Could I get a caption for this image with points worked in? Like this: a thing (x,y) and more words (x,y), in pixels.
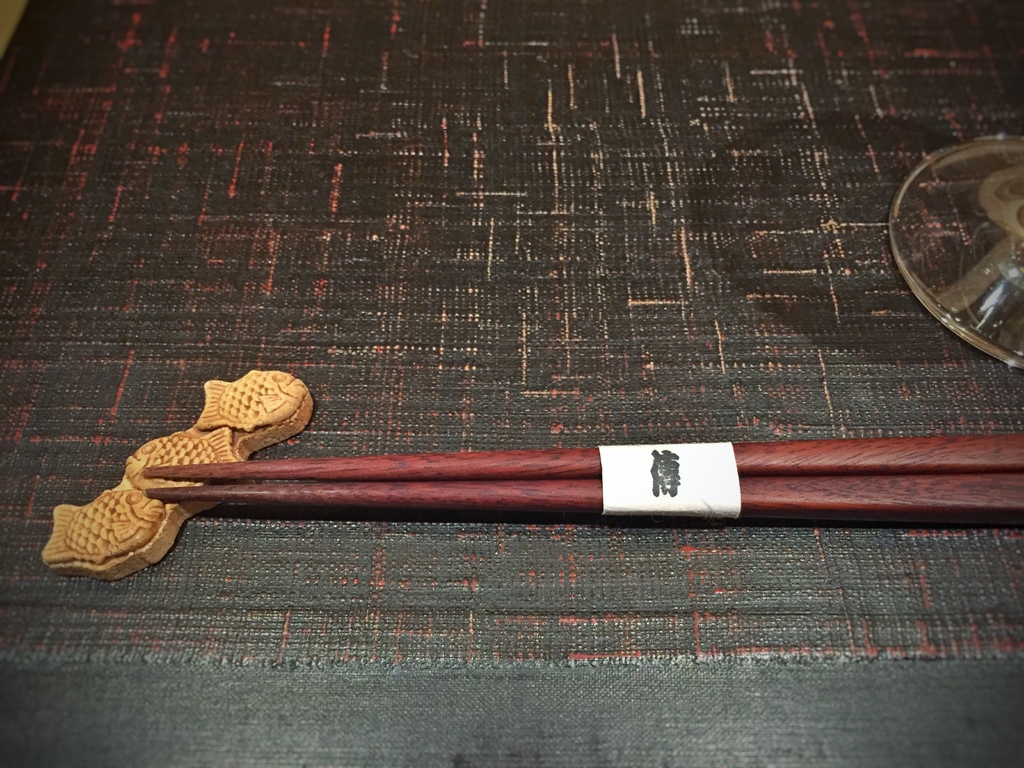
In this picture I can see wooden sticks (752,494) on the carpet (444,437).
